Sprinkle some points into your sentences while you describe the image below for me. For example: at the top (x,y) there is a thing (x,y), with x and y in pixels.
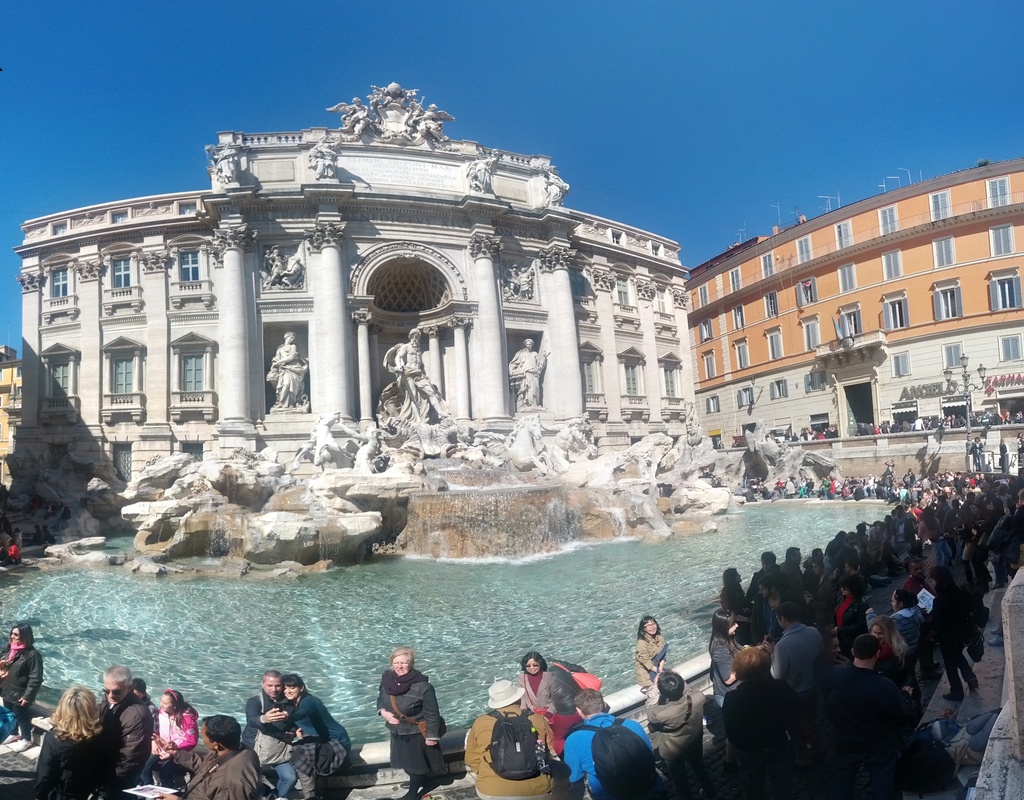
In this image we can see a few buildings (319,374) and the sculptures (318,169), there are some windows (773,334), pillars (462,333), rocks (320,566) and the water (513,623), also we can see a few people (655,717), among them, some people (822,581) are wearing the bags (615,730).
